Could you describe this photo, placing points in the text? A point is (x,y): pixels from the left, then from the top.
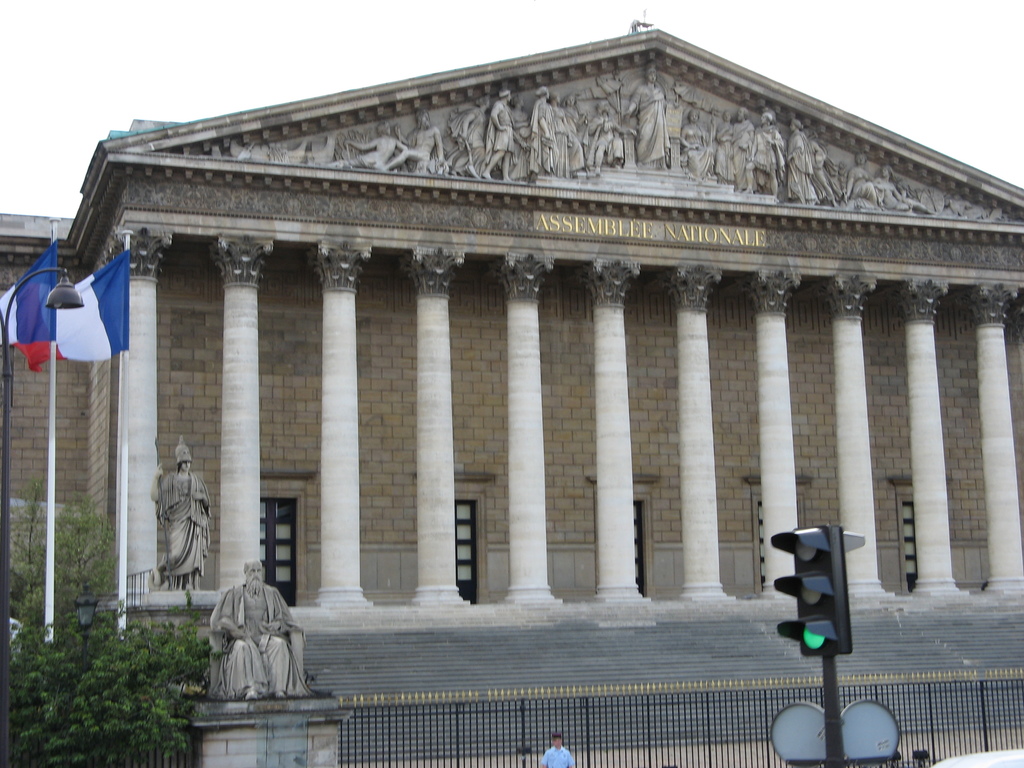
In the center of the image (655,271) we can see the sky (524,6), one building (557,306), doors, pillars (239,376), sculptures (666,118), flags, fences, one pole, traffic light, staircase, one person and a few other objects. And we can see some text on the building (594,385).
